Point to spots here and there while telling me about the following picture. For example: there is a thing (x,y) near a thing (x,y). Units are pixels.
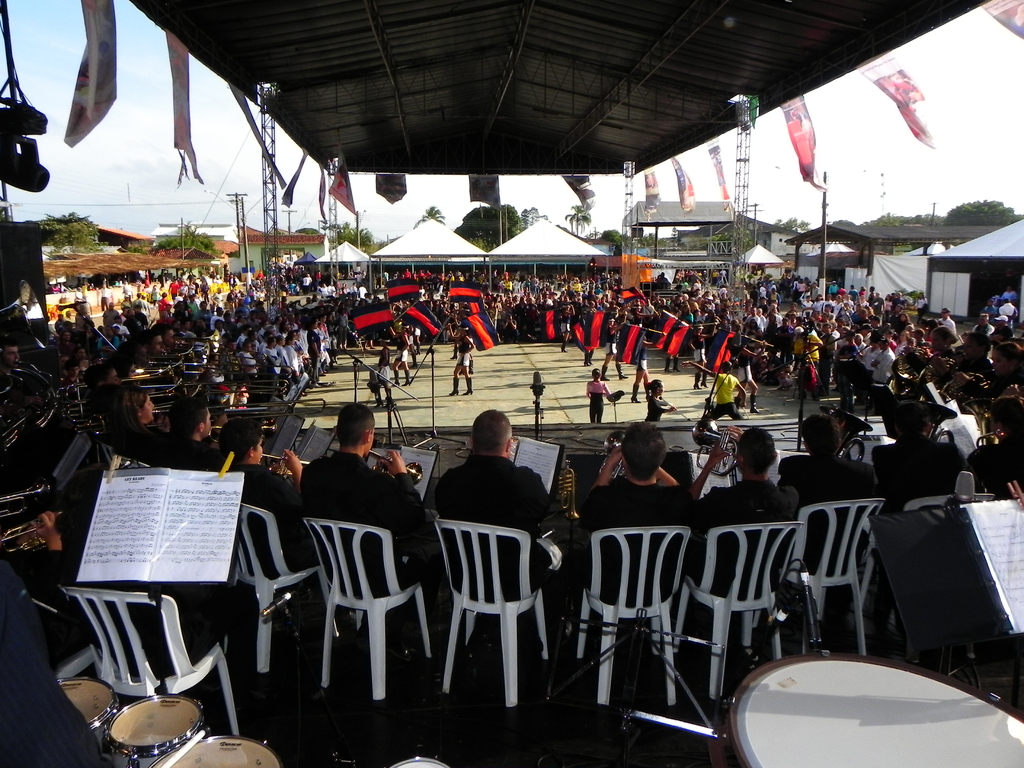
This is the picture of a place where we have a lot of people (905,345) sitting on the chairs (245,553) and there are some posters (797,128) to the roof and some bands (761,697) and other tents (477,251) around.
